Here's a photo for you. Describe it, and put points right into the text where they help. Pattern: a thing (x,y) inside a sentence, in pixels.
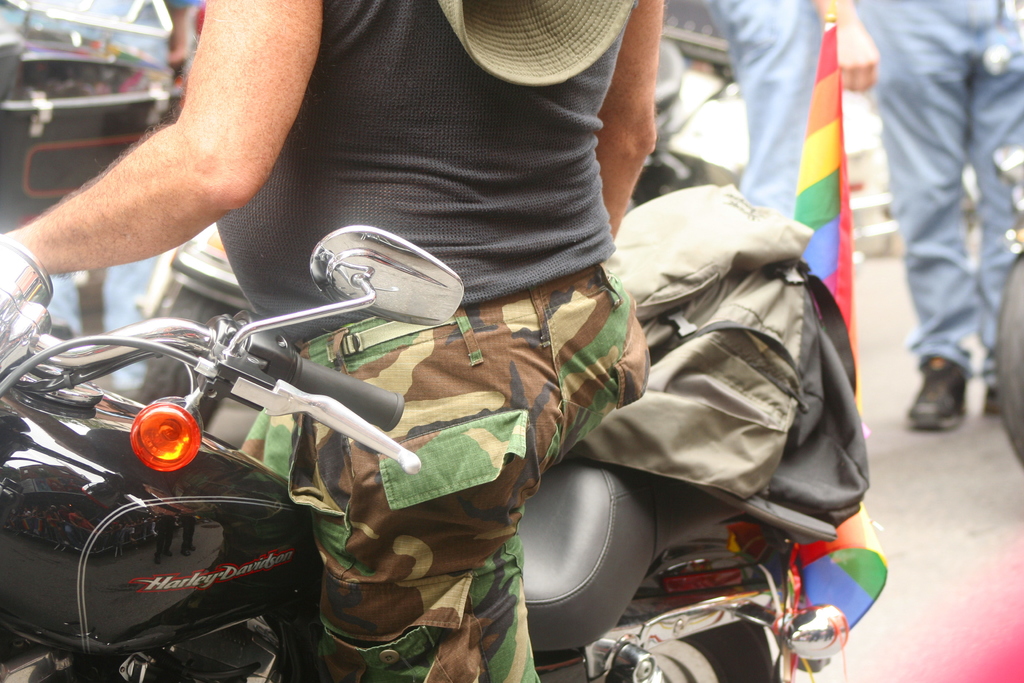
In this image I see a person (492,376) who is on the bike (14,295) and In the background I see few people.
